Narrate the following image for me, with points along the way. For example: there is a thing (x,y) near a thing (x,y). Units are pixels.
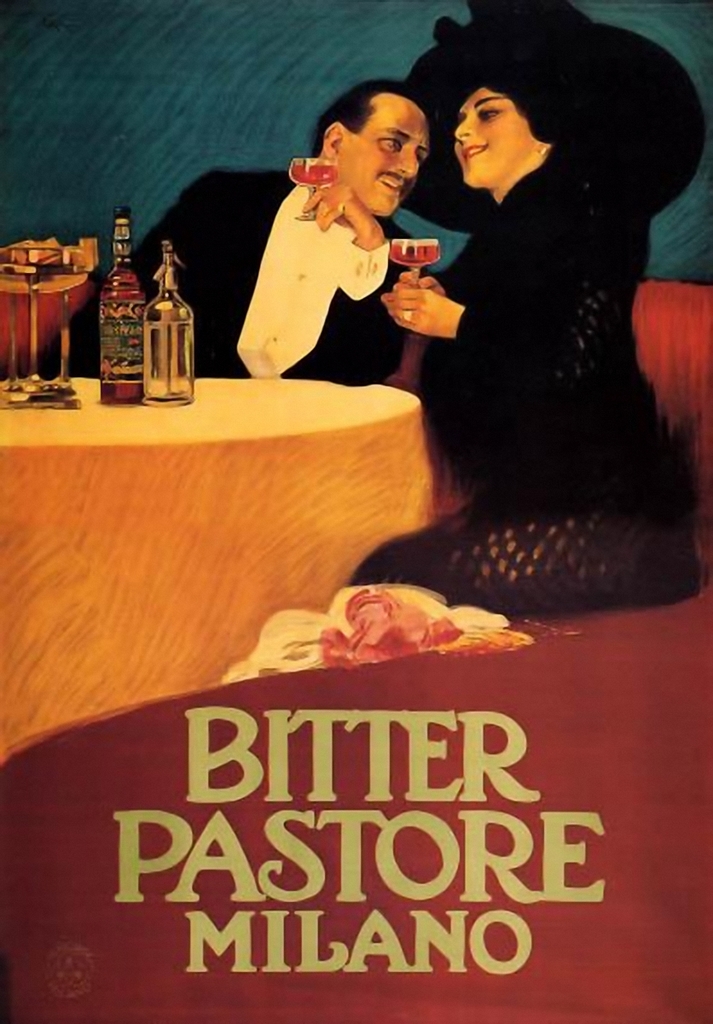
This is a poster where woman (458,206) and man (269,232) are sitting on the chair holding glass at the table (303,555).
